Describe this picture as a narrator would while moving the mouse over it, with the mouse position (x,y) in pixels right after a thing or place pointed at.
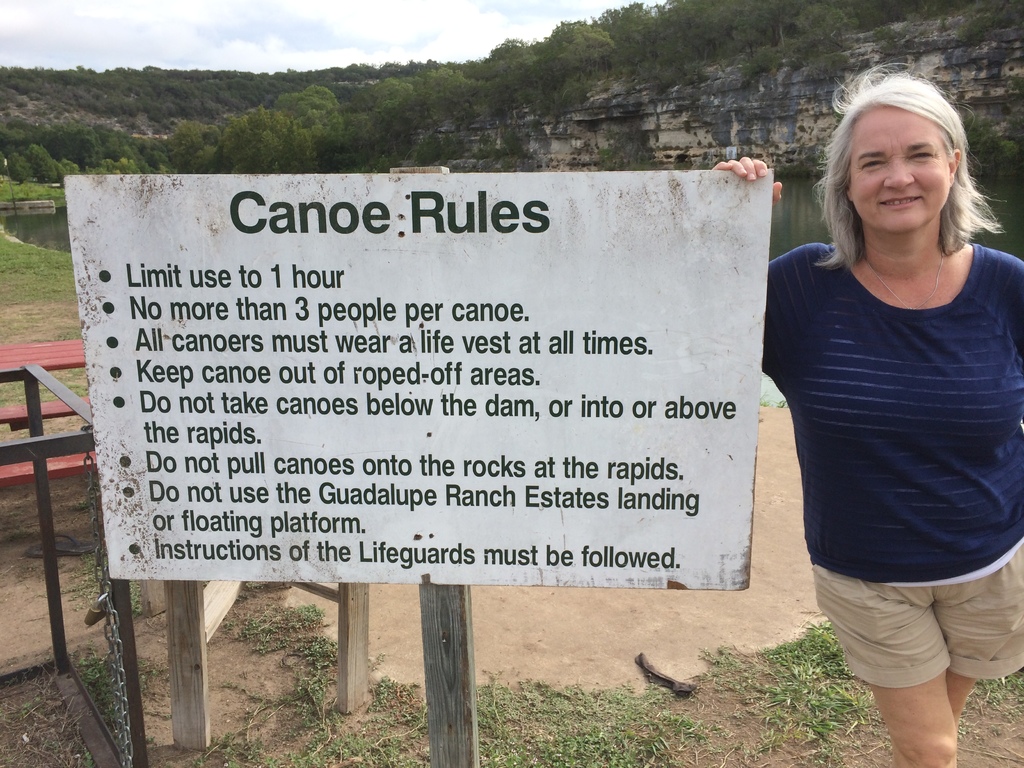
In this picture there is a board (508,429) on the pole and there is text (394,396) on the board (292,461) and there is a woman (900,220) standing and holding the board (727,179). At the back (23,424) there is a bench (23,424) and there is a pond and there are trees (415,117) on the mountain (566,137). At the top (441,40) there is sky (394,34) and there are clouds (375,33). At the bottom (661,746) there is grass (763,746) and ground (571,589). At the bottom left (112,643) there is a chain (114,628) and lock (99,602) to the railing (54,606).
